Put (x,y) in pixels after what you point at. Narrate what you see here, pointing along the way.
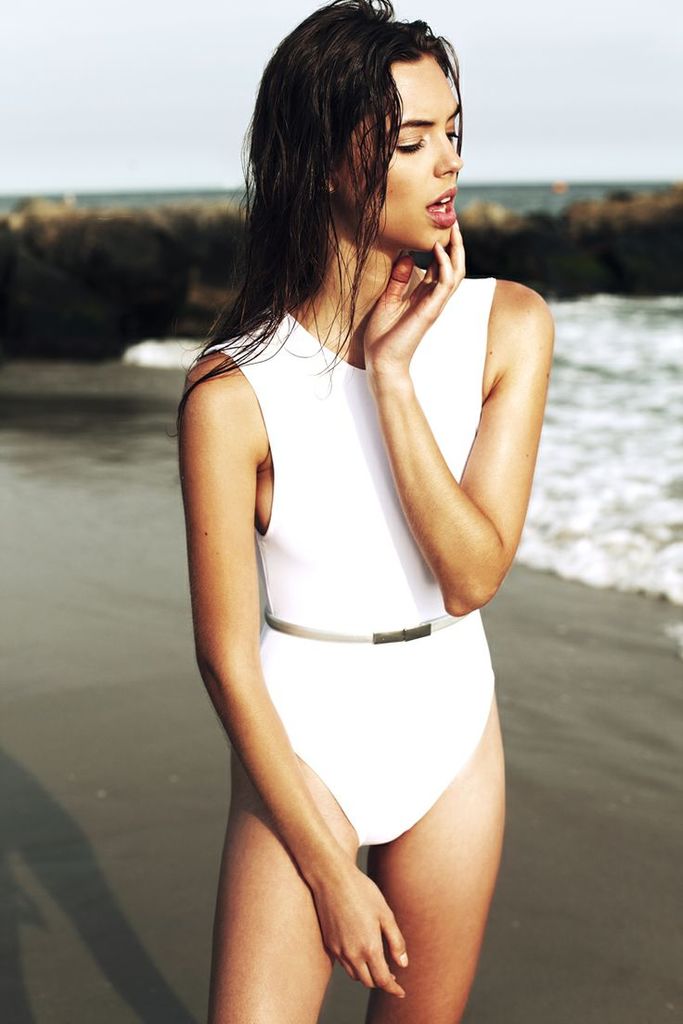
In the center of the image (243,502) a lady (488,501) is standing. On the right side of the image (556,535) water (665,351) is there. In the background of the image (31,257) rocks (11,257) are present. At the top of the image (175,153) sky (146,68) is there. At the bottom of the image (140,767) ground (153,865) is present.
